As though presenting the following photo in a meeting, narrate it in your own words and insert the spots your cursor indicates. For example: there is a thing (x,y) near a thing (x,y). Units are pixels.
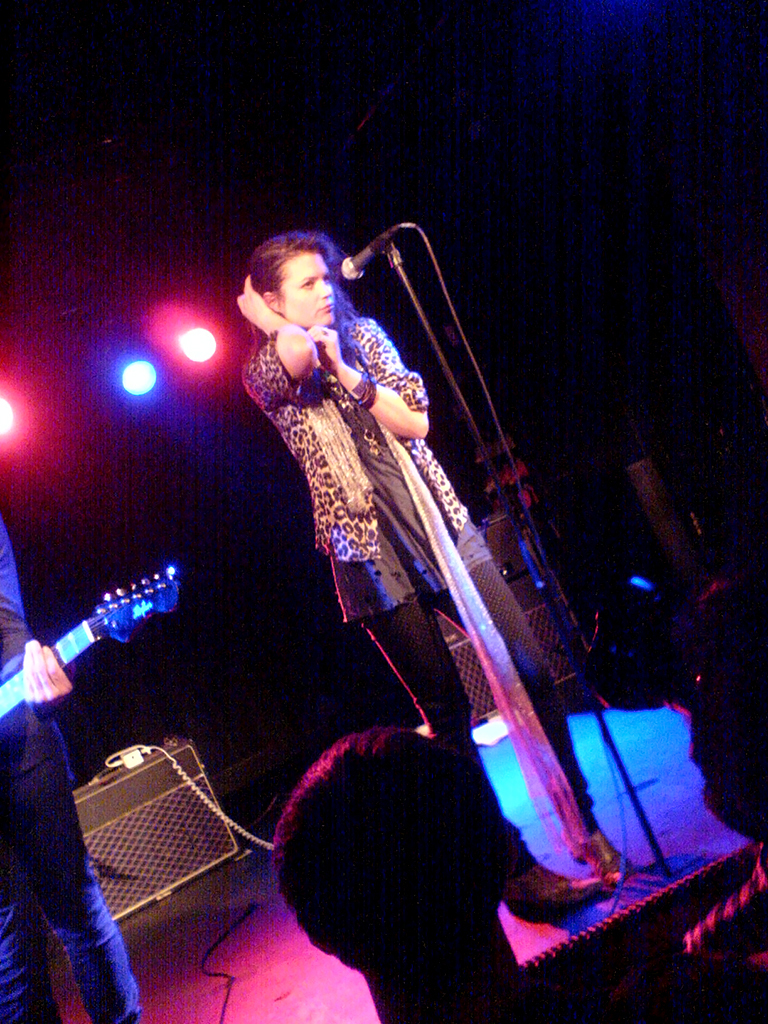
In this image we can see a lady (605,844) standing on the stage (137,947). In front of her there is a mic (397,228). To the left side of the image (0,973) there is a person (104,934) holding a guitar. In the background of the image (142,367) there are lights (213,351). At the bottom of the image (428,903) there is person's head (347,896).
